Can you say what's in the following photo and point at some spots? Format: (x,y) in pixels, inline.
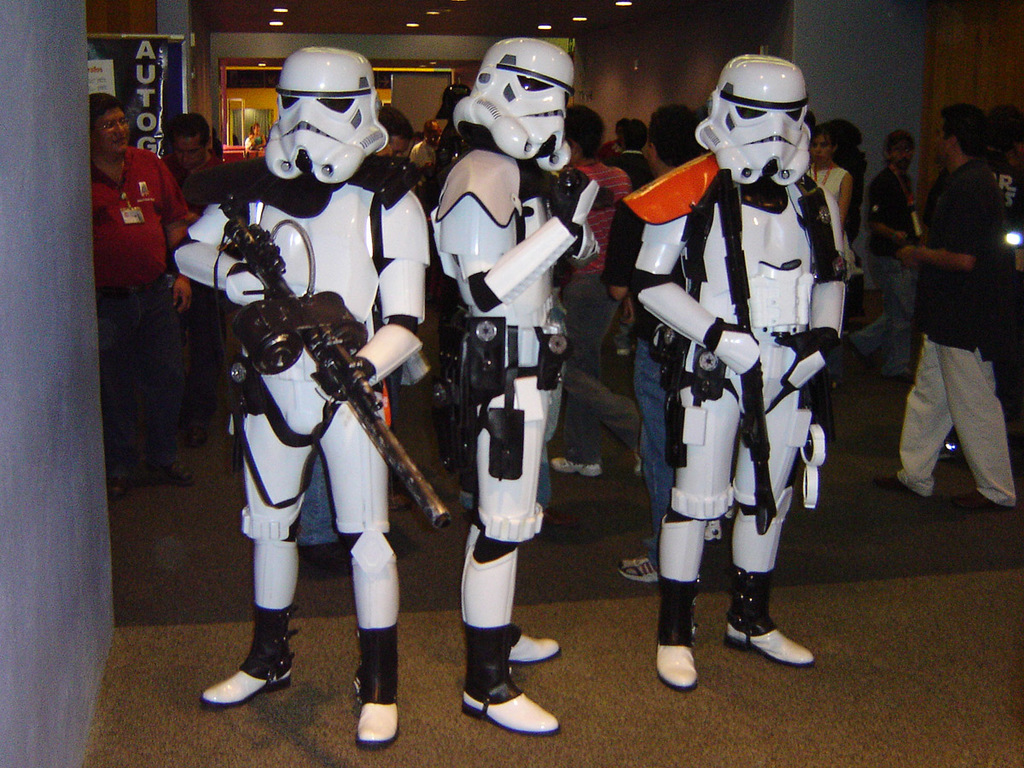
This picture is taken inside the room (982,707). In this image, in the middle (361,306), we can see three people (660,326) are wearing a costume (668,357) and holding weapons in their hand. In the background (655,390), we can see a group of people (900,266), hoardings (110,85). At the top (509,1), we can see a roof (504,18) with few lights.
